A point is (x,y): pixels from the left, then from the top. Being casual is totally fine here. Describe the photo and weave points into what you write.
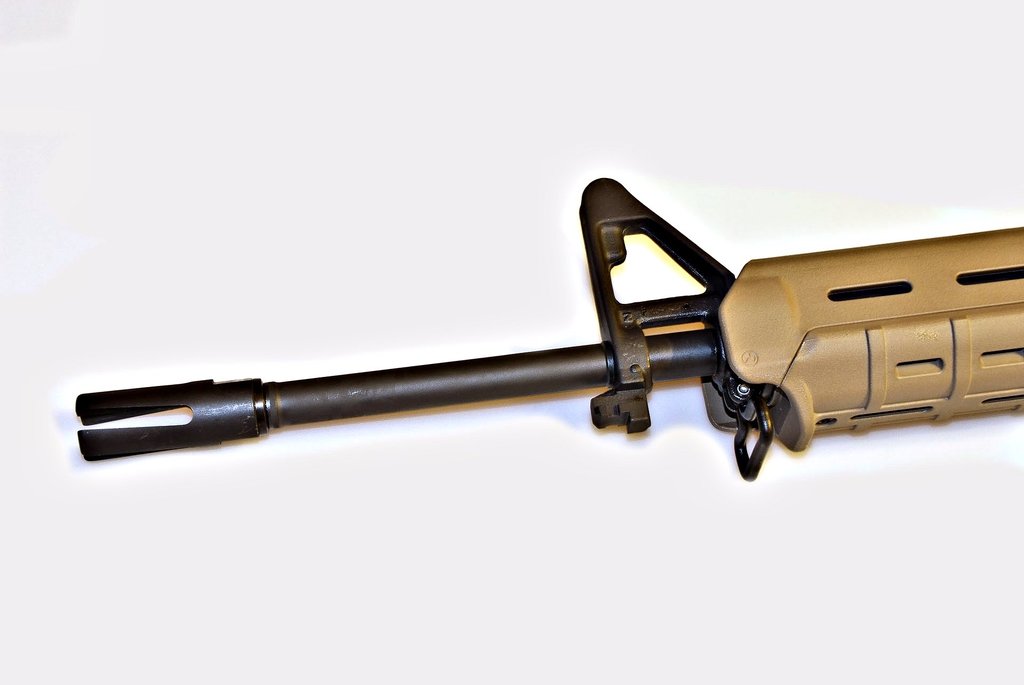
In this image I can see truncated picture of a gun (622,379). I can also see white colour in the background (548,445).
